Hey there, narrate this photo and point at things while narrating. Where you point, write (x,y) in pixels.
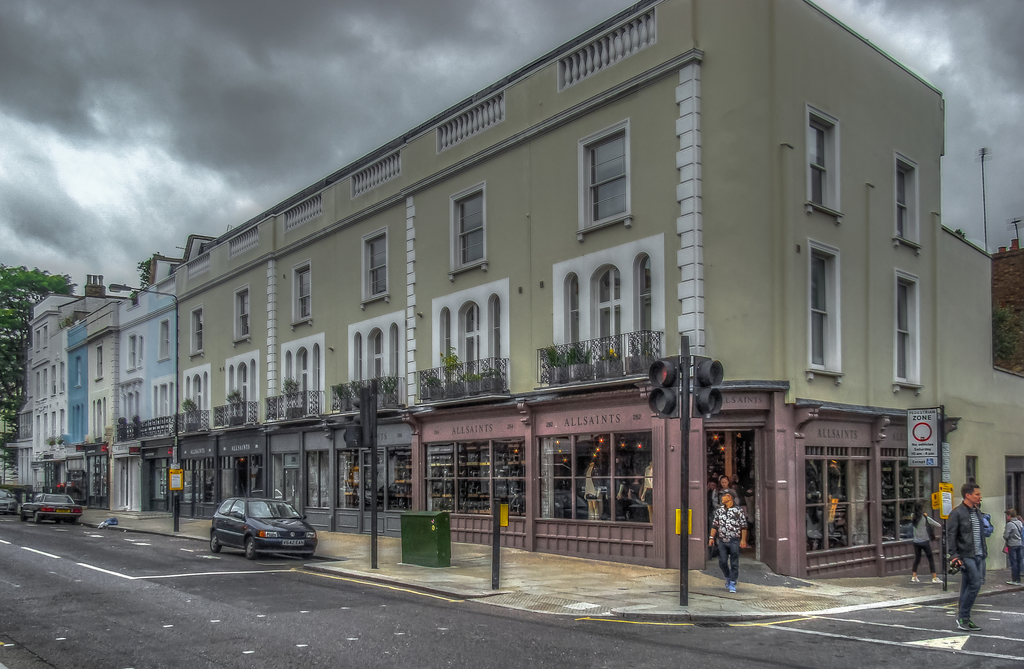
In this image, in the middle (521,402) there are buildings (581,396), traffic signals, poles (683,533), cars (64,515). On the right (1012,539) there are people (959,535), some are walking. At the bottom (500,651) there is a road (471,651). At the top (197,196) there are sky (335,119) and clouds (234,160).
